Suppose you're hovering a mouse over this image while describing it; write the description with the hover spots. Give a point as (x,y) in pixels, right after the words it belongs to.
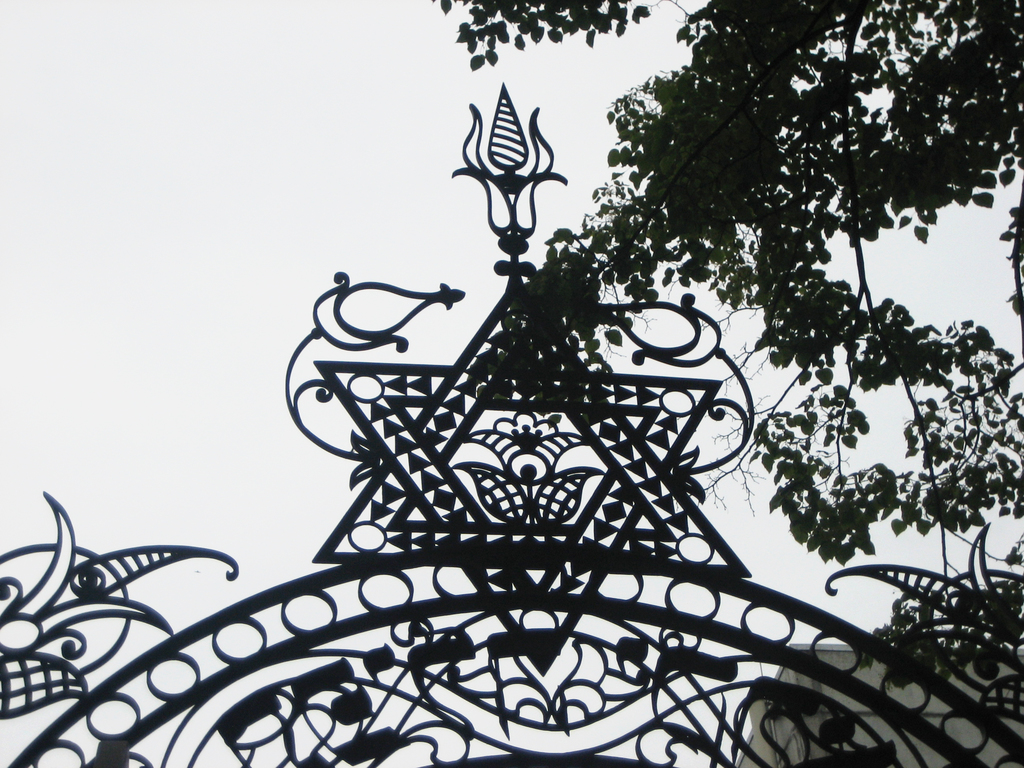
This image is taken outdoors. At the top of the image (202,128) there is the sky (217,264). On the right side of the image (841,339) there is a building (889,692) and there is a tree (773,122) with leaves (672,93), stems (726,126) and branches (848,126). In the middle of the image (443,497) there is an object (126,618) made of iron bars (148,662).
